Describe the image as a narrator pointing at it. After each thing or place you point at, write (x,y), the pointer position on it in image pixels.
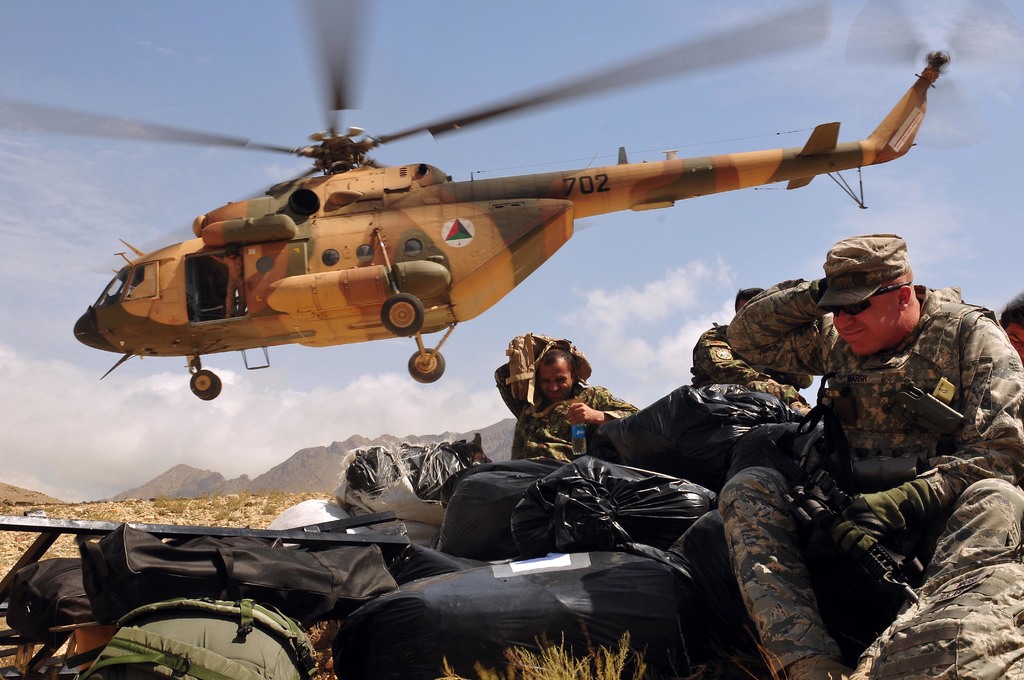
To the right corner of the image (931,378) there is a man (887,296) with green color uniform (911,353), cap (880,247) on the head (866,317) and holding a gun (850,514) in his hands (914,496). Behind him there are few people (553,425) with uniform (524,417). To the bottom of the image (458,549) there are black bags (584,530) and few other bags (281,666). In the middle of the image (387,239) there is an army helicopter (379,255) in the air (151,463). In the background (248,488) there are hills (207,472) and also there is a blue sky (466,166).
